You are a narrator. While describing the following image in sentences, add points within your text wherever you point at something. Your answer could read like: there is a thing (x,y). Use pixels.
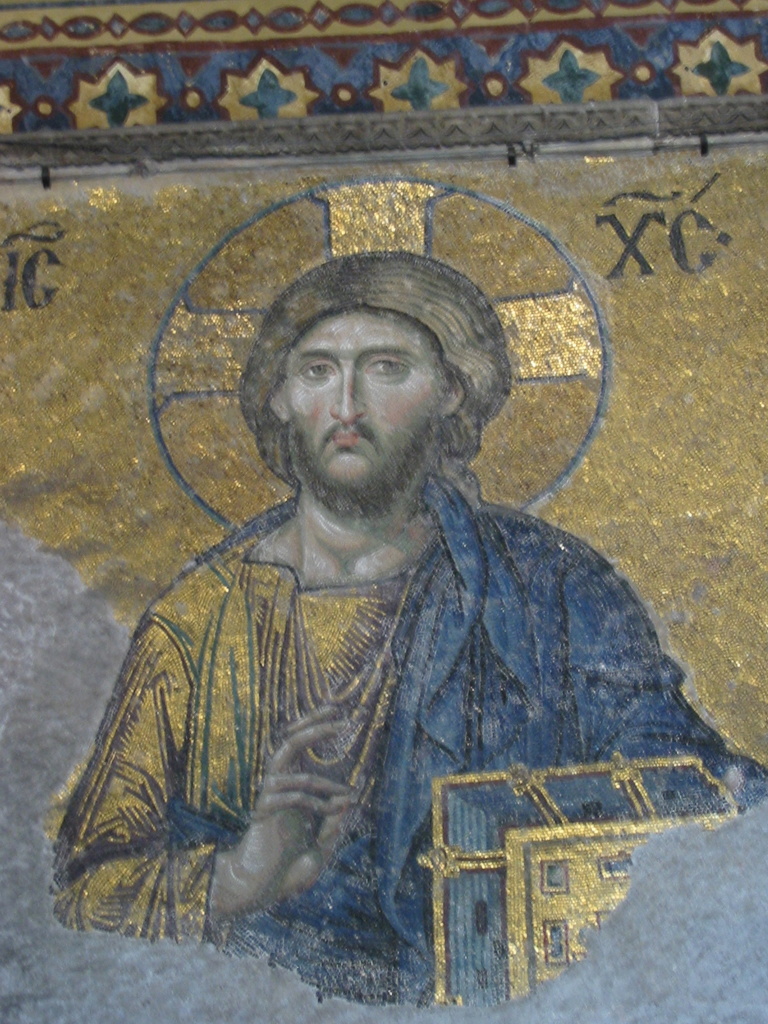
In this image there is the picture (297,463) of Jesus Christ (356,466).
